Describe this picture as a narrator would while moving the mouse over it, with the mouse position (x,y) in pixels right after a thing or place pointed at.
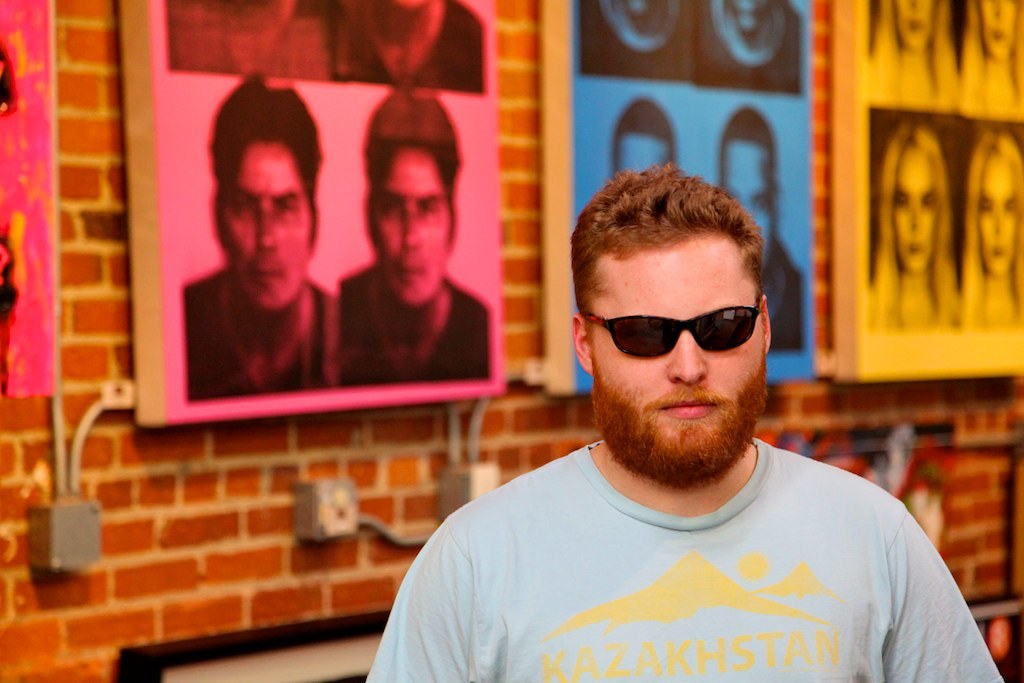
A man (749,507) is wearing clothes (749,507) and goggles (633,348), there are photo frames (493,243) of men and women (1014,148) on the wall (233,560).
